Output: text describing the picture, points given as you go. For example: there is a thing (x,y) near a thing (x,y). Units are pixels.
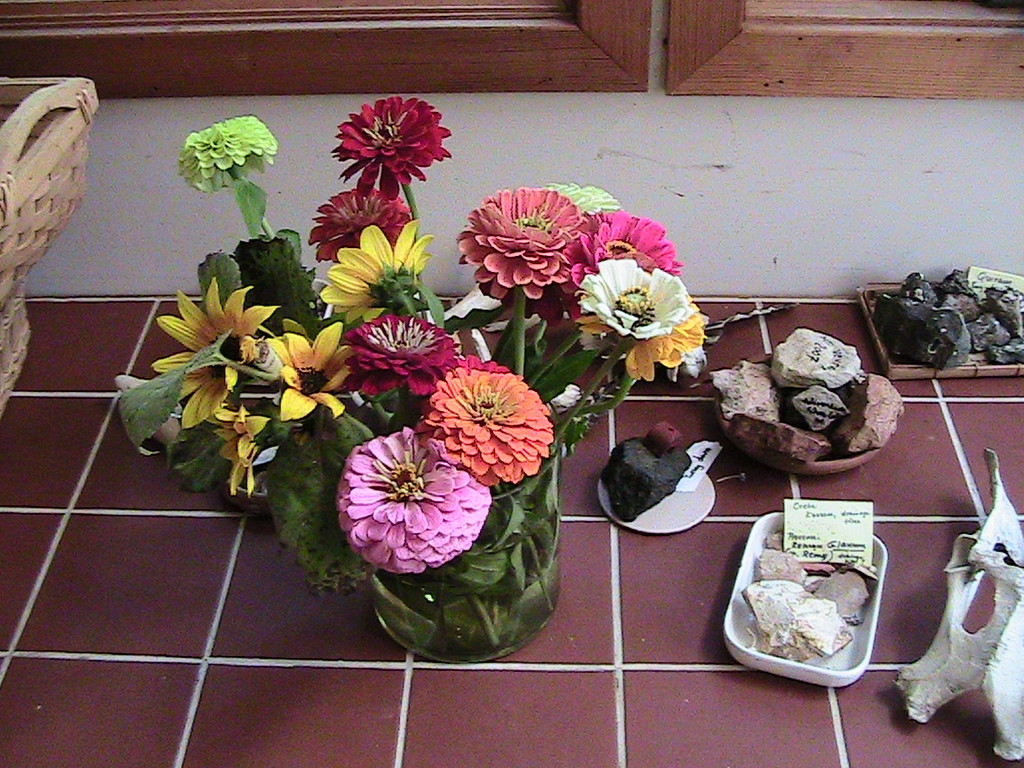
In this image there is a flower vase (504,545) in the middle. There are so many different kind of flowers (440,358) in the flower vase (527,581). On the left side (44,227) there is a basket (50,221). On the right side (820,573) there are some stones (875,437) which are kept in the plates (812,673) and bowls (829,463).
